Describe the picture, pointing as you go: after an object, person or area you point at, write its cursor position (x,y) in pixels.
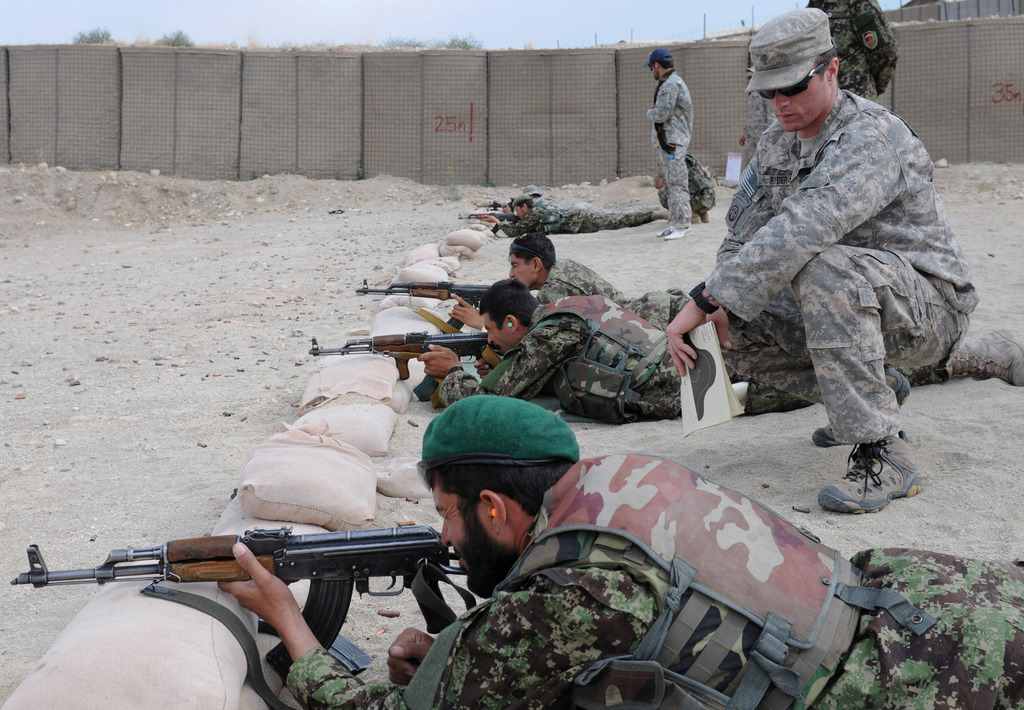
At the bottom of the image (734,636) few people (571,229) are lying and holding weapons (407,344). Behind them few people (797,101) are sitting and standing. Behind them there is fencing (1017,97). Behind the fencing (515,65) there are some trees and clouds (370,43) and sky (769,14).
